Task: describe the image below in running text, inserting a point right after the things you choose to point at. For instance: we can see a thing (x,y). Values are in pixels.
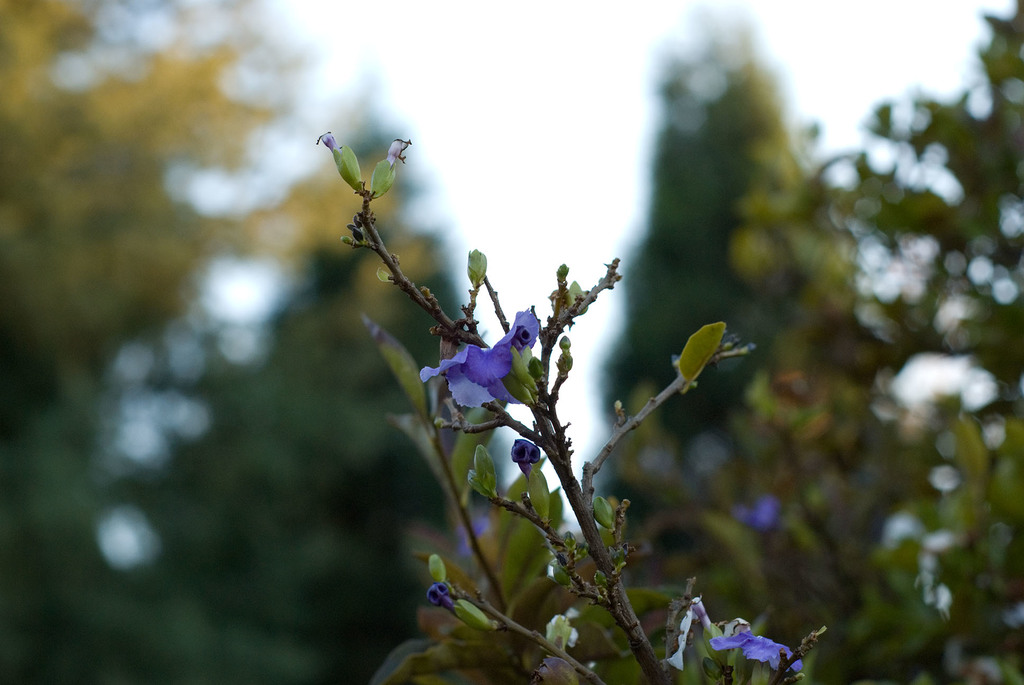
In this image in the foreground (505,502) there is a plant (499,525) and flowers (694,599), and in the background (613,427) there are trees (148,228) and sky (622,120).
